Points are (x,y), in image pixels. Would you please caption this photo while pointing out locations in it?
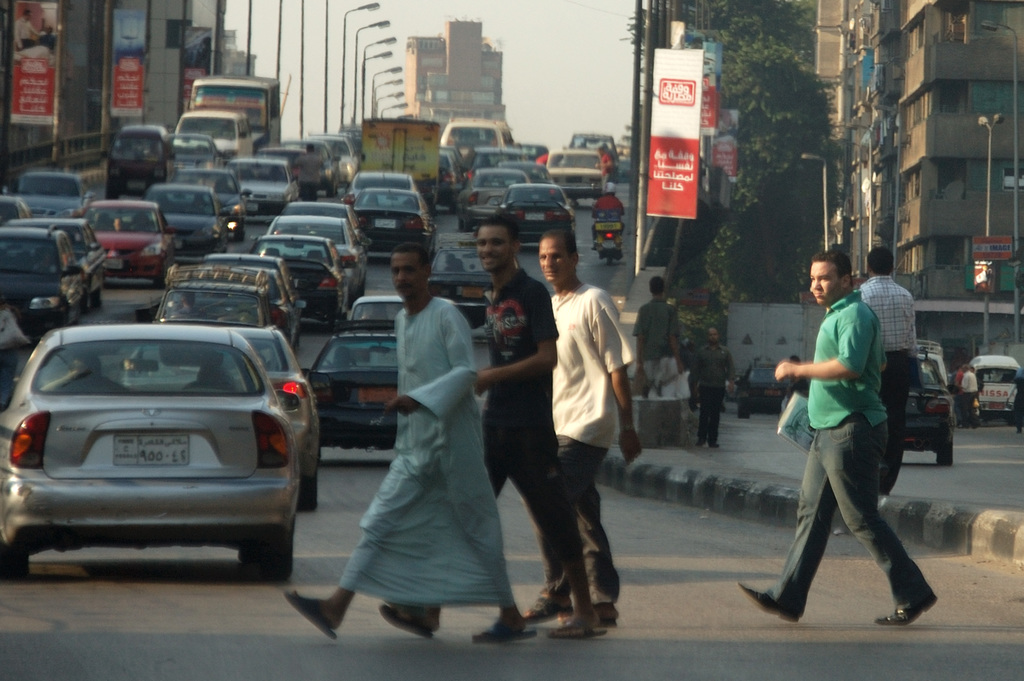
In this image we can see these people (401,554) crossing the road (365,652), vehicles (256,416) moving on the road (191,645), these people (963,403) walking on the sidewalk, banners (654,150) to the pole (645,205), buildings (1010,162), trees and the sky (595,93) in the background (606,85).
